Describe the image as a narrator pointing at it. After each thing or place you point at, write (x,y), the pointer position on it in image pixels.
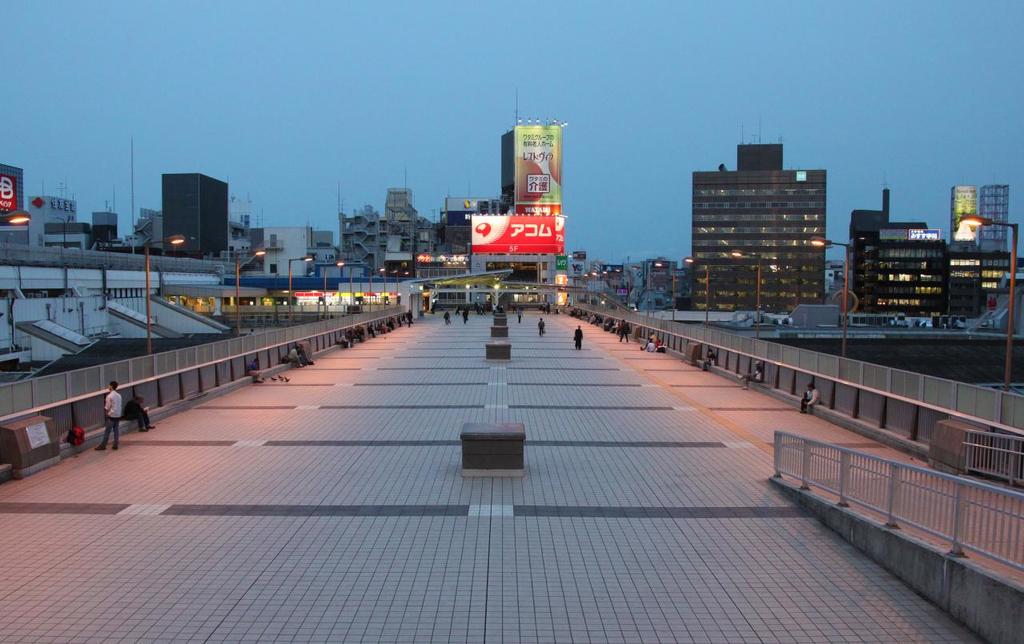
This is an outside view. At the bottom of the image (357,477) I can see the road (333,548). Beside the road (386,416) many people (142,407) are sitting on the footpath (197,396) and few people (579,332) walking on the road (509,320). In the background (555,263), I can see many buildings (873,282). At the top (477,70) I can see the sky (139,67).
